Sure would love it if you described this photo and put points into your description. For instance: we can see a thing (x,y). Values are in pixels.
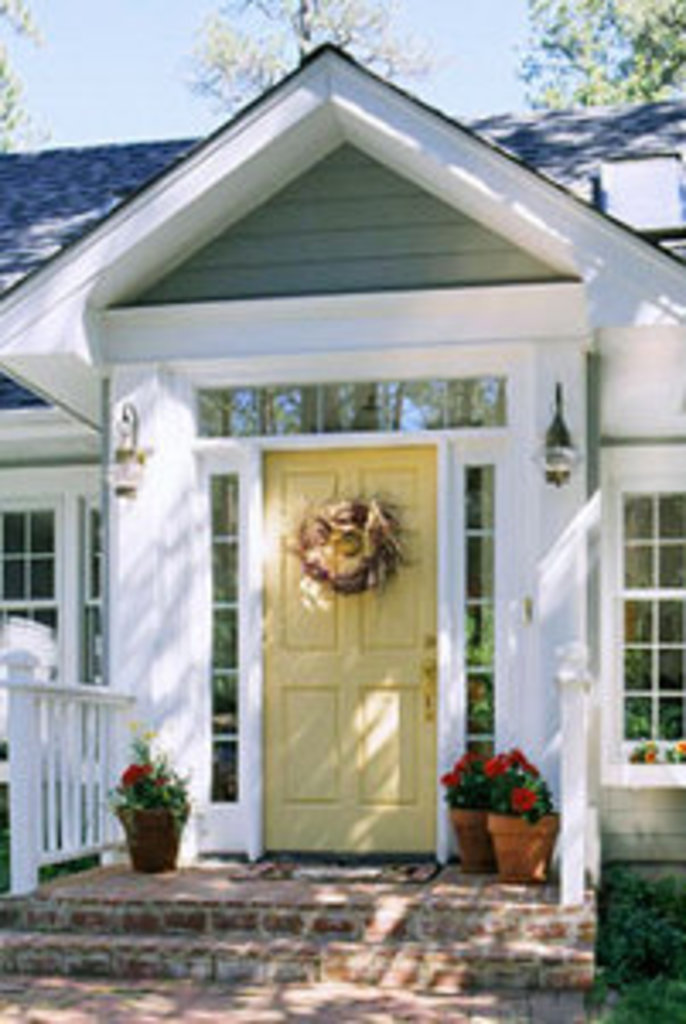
In this picture we can see plants (640,929) on the path (323,1012) on the right side (630,984). There are a few flowers (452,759) in a flower pot (129,812). We can see a door (345,668), lanterns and a few windows (636,616) on the house (191,150). There are some trees (220,83) visible in the background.
